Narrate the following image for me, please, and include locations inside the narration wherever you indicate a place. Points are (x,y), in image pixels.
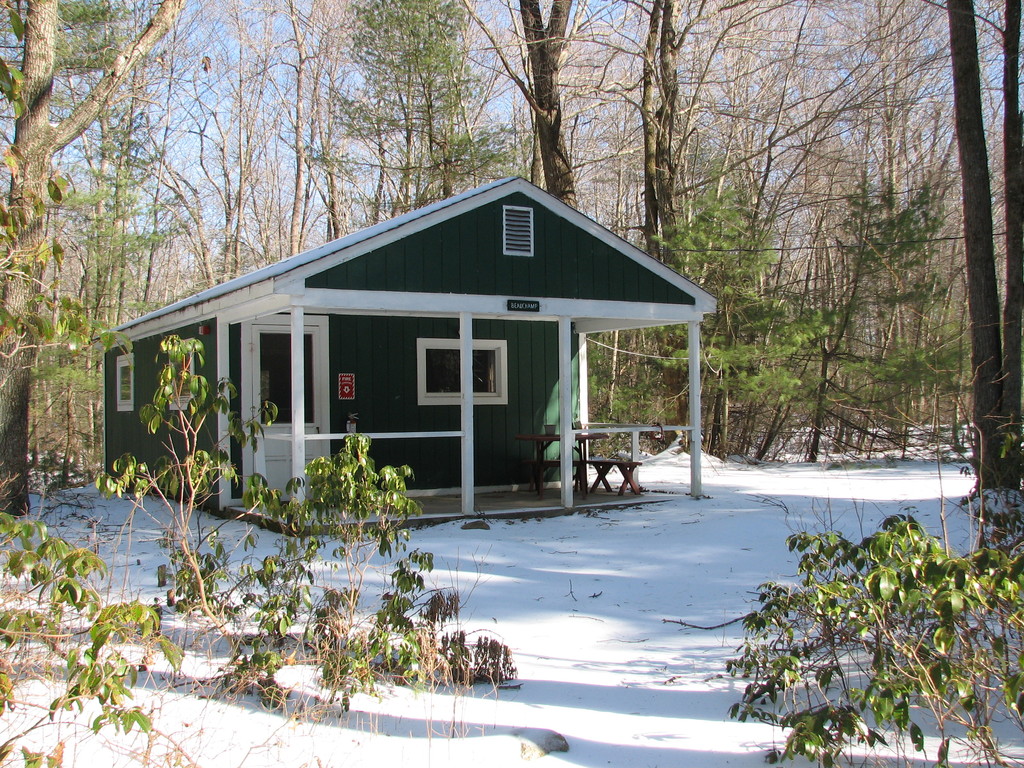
In this picture we can see a house (535,417) and in front of the house (431,441) there is snow (584,602) and plants (473,667). Behind the house (289,381) there are trees (751,186) and a sky (222,70).
